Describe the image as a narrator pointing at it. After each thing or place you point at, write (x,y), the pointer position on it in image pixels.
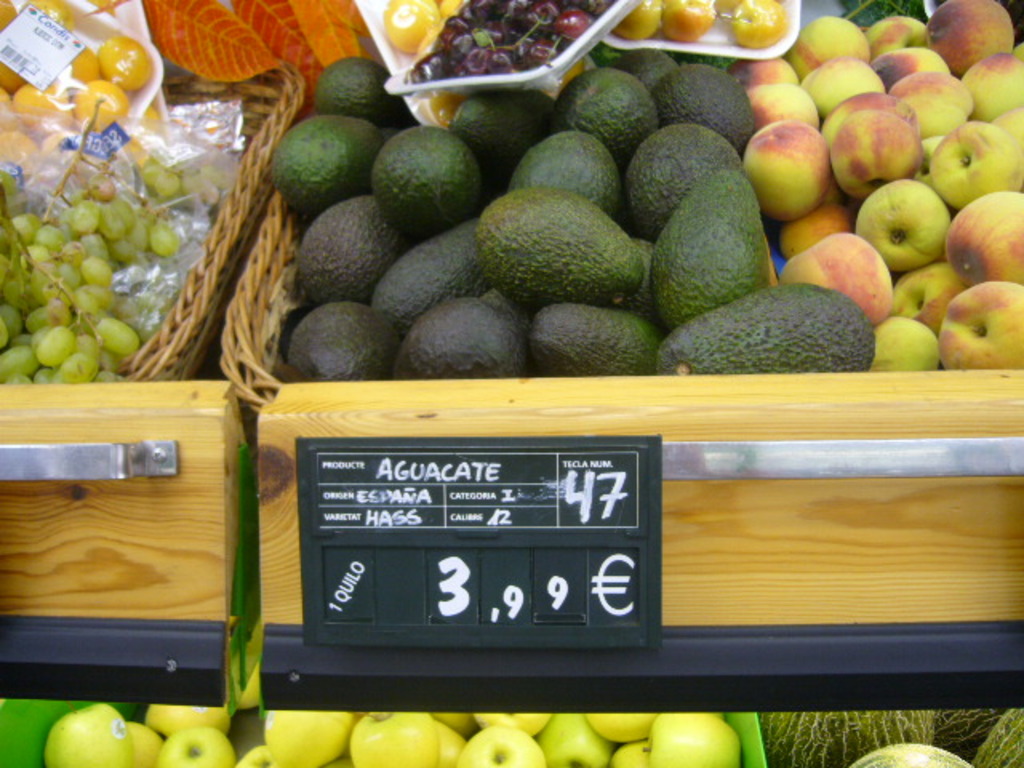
In this picture we can see apples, avocados (561,228), grapes (82,306) and some other fruits (515,40) in baskets (259,237) and we can see a board (412,480).
